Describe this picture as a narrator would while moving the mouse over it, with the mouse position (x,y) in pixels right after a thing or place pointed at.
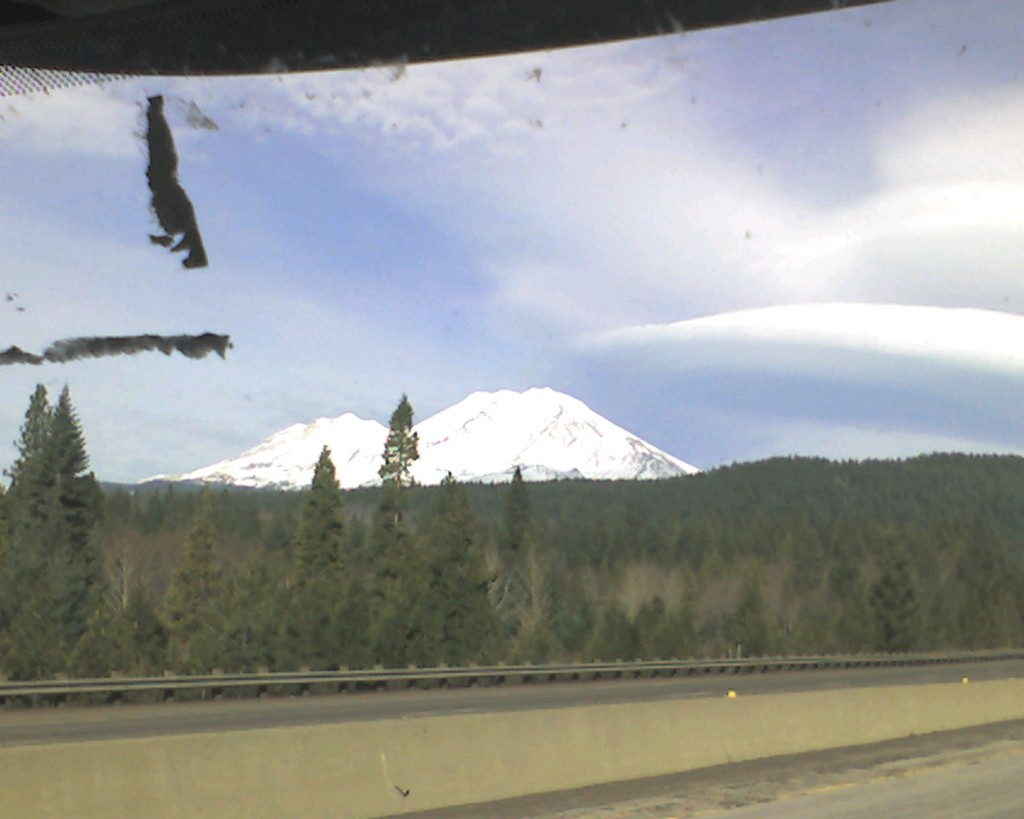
At the bottom of the picture (928,797), we see the road (953,806). Beside that, we see the road railing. There are trees (102,674) in the middle of the picture (432,533). In the background (559,446), we see the hills (488,431). At the top (808,174), we see the sky (428,253).
